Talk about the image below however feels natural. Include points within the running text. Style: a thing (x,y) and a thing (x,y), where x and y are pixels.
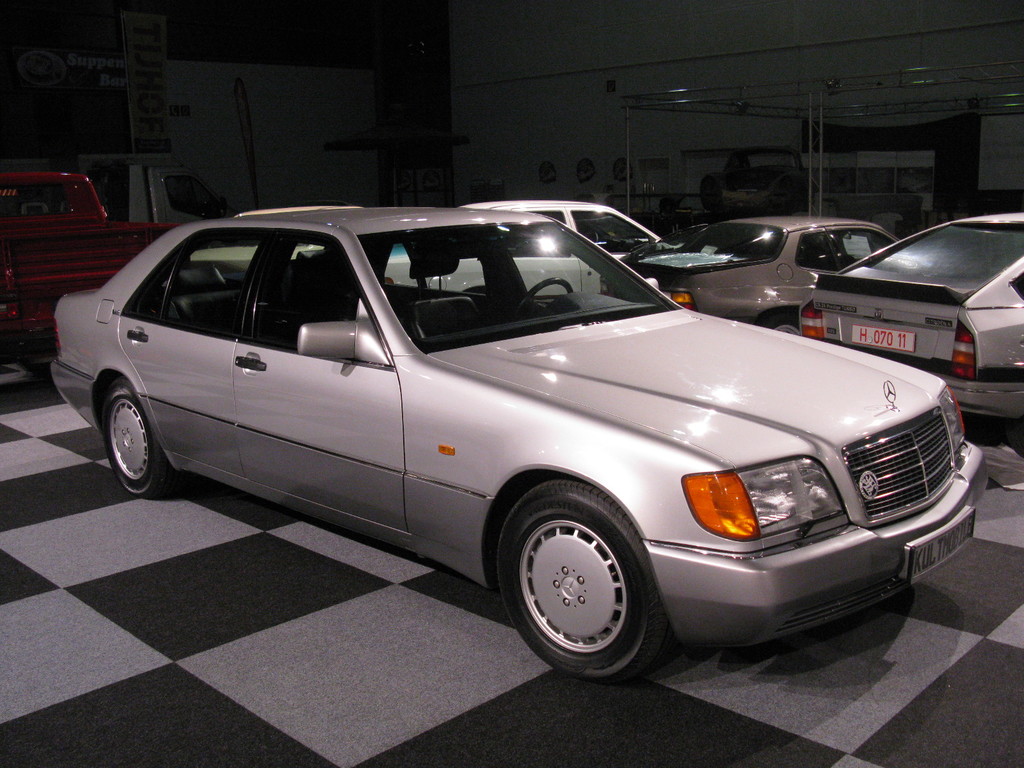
In the center of the image (640,451) we can see group of vehicles (736,259) parked on the ground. In the top left corner of the image (154,120) we can see banners (115,71) with some text (157,81). In the background (422,158), we can see an umbrella (398,147), metal frames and the wall (669,178).
